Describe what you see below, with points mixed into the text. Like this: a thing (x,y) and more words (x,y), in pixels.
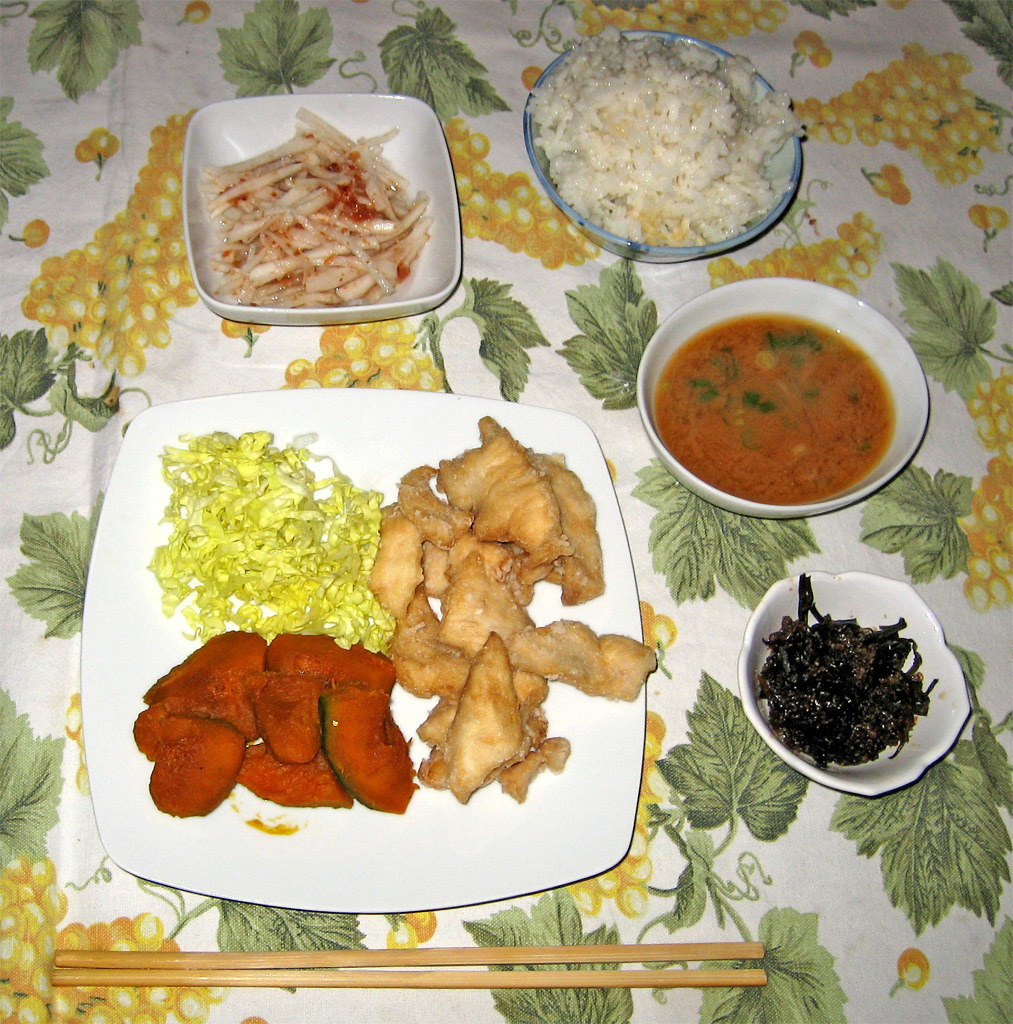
In the foreground of this image (429,614), there are snack items (435,667) are on a platter (467,784). Around it, there are bowls (714,233) with food (682,201) in it. At the bottom (431,976), there are chopsticks (393,976) placed on the cloth (917,893).
